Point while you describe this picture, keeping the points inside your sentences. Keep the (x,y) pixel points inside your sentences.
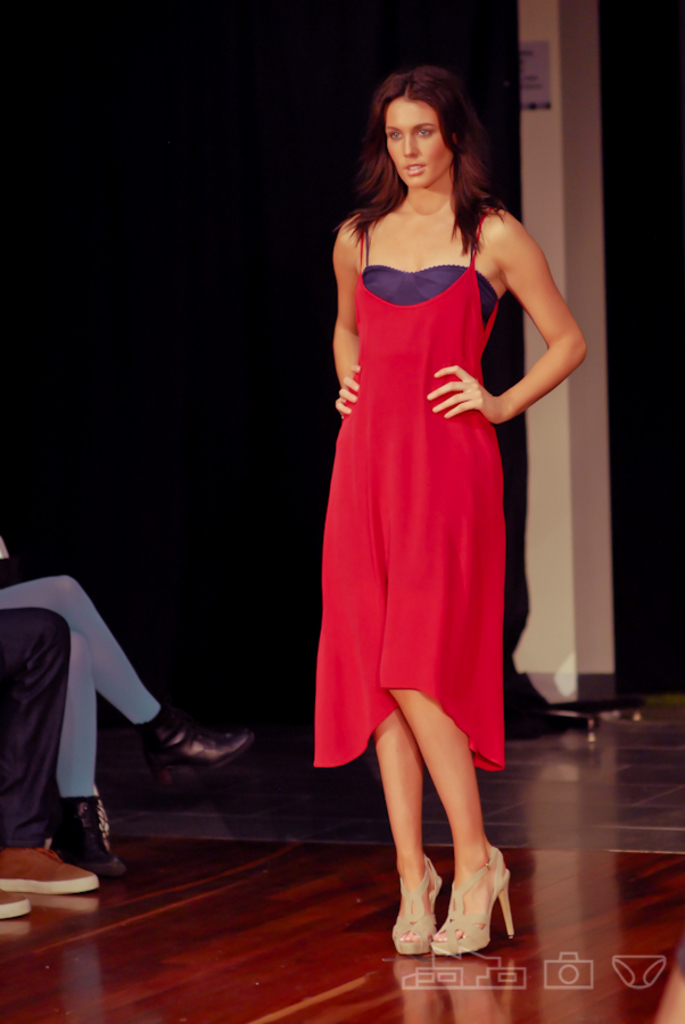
In the image in the center (328,535) we can see one woman (429,538) standing and she is in red color dress (375,463). On the left side (52,663), we can see two persons (68,686) were sitting. And on the bottom right (457,986), there is a watermark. In the background (11,112) there is a wall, pillar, banner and few other objects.
